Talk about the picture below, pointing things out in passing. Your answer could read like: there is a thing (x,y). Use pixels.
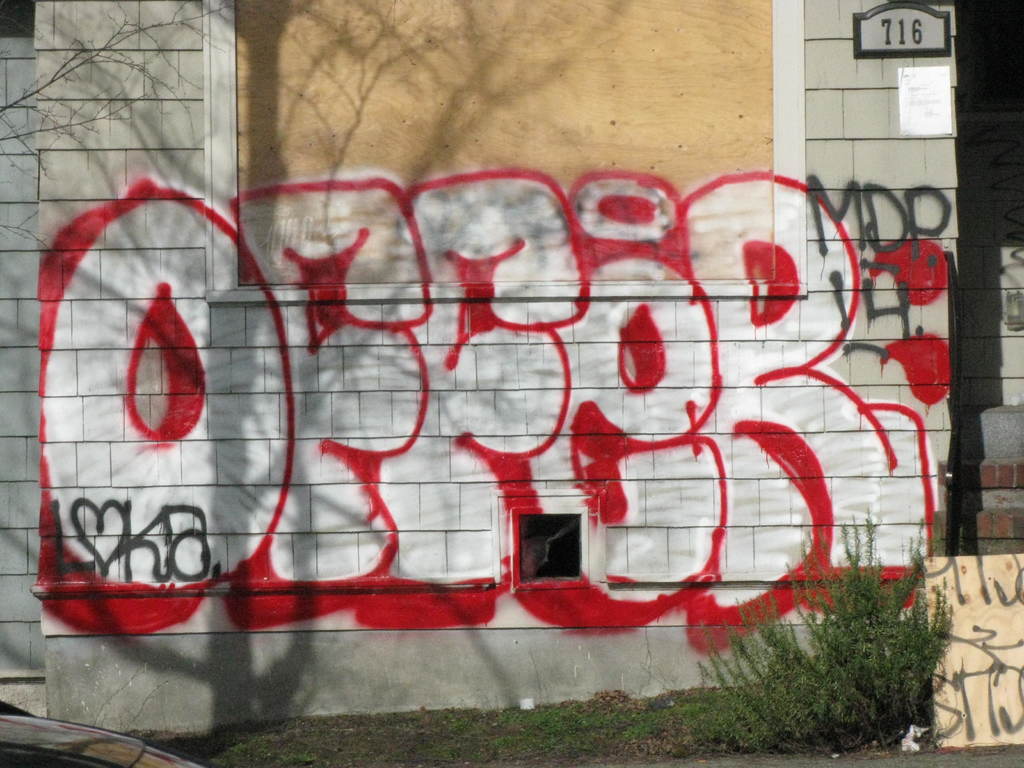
In the image there is a building (157,228) with graffiti paint (336,411) on it, in front of it there is a plant (842,663) in a garden (569,752).
